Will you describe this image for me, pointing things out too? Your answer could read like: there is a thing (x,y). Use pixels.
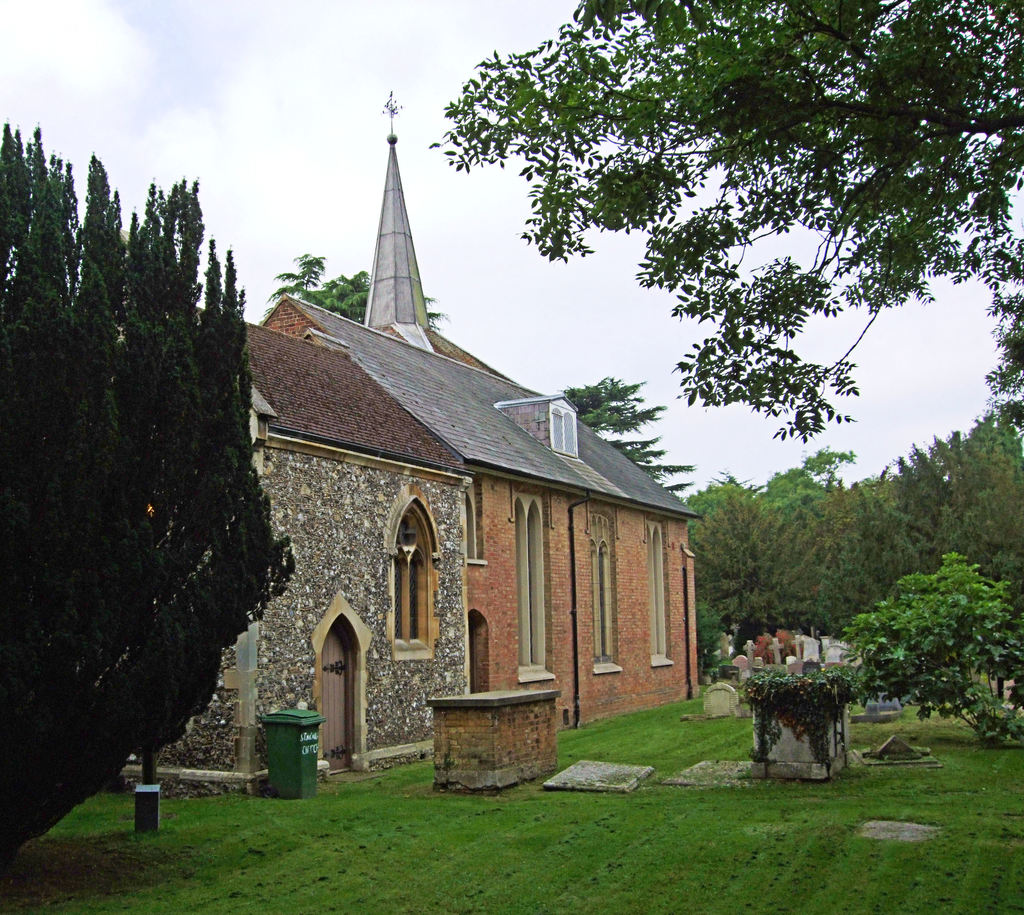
In this image we can see trees (166,538) on the left (202,574) and right side (735,332). In the background (119,179) there is a church (480,531), windows (520,547), dustbin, grass (284,875), plants (885,615), graveyard (846,717), trees (990,707) and clouds (426,242) in the sky (782,335).
